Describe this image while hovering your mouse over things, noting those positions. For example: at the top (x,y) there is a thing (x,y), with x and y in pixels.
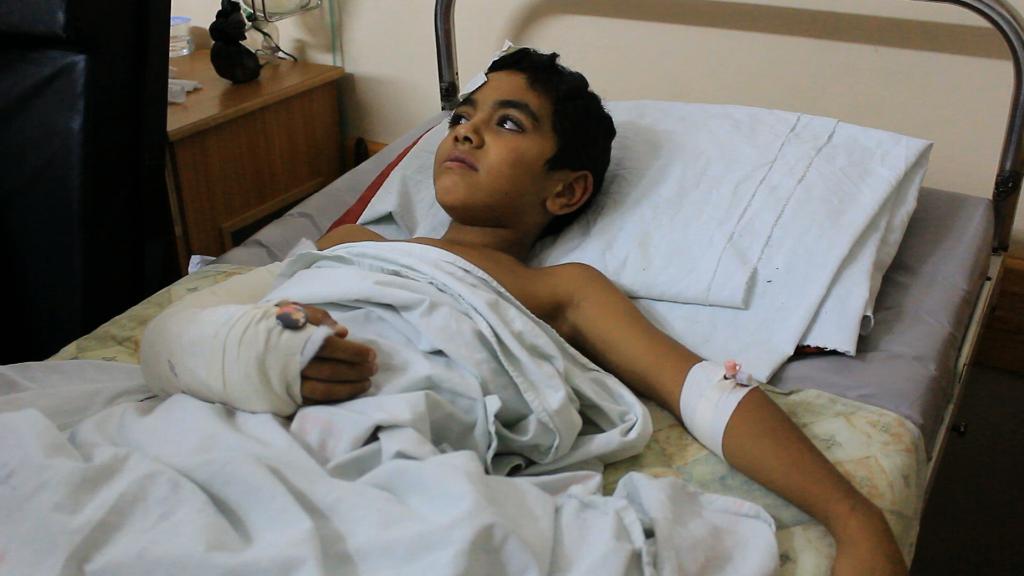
In this image in the center (467,194) there is one boy (505,126) who is lying on bed (456,437) and it seems that he is injured, beside the bed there is one table (226,124). On the table (242,111) there are some objects (247,51).
